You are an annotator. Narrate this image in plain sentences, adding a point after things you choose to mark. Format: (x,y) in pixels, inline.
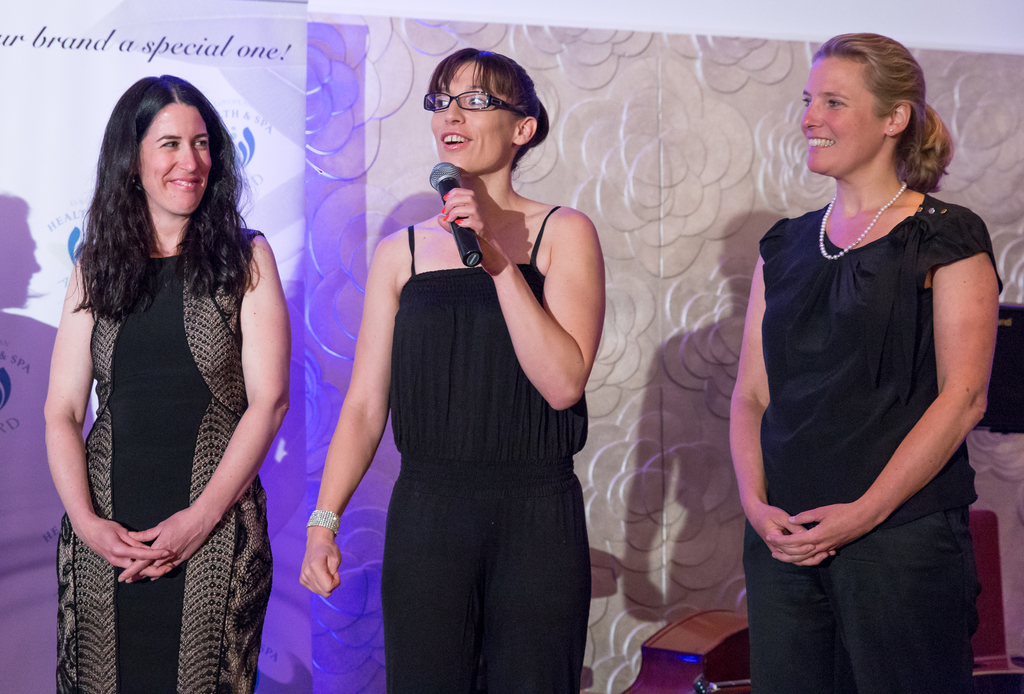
In the image we can see there are three women (479,404) standing and a woman (510,393) in the middle (466,273) is holding a mic (443,189) in her hand (480,213) and she is wearing spectacles (505,109). Behind there is a banner (228,92) on the wall (384,187).
